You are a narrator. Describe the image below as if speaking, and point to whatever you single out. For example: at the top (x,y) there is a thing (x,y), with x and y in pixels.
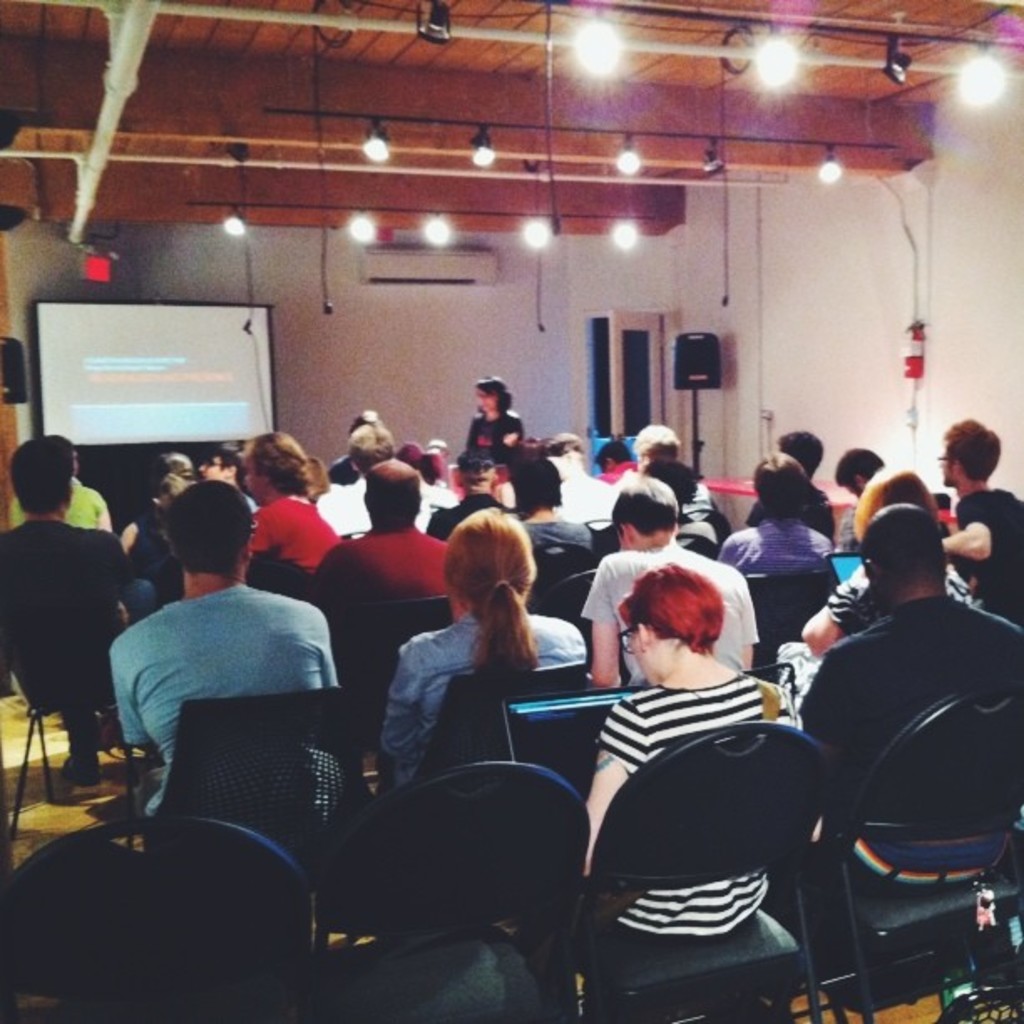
In this image I can see there are the group of people (347,563) sitting on chair (38,867) and i can see a woman (483,383) standing to the right of screen (196,404), and the screen (174,403) visible on the left (51,385) and I can see window (628,322), stand (694,398) and lights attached to the roof (741,163) visible in the middle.
